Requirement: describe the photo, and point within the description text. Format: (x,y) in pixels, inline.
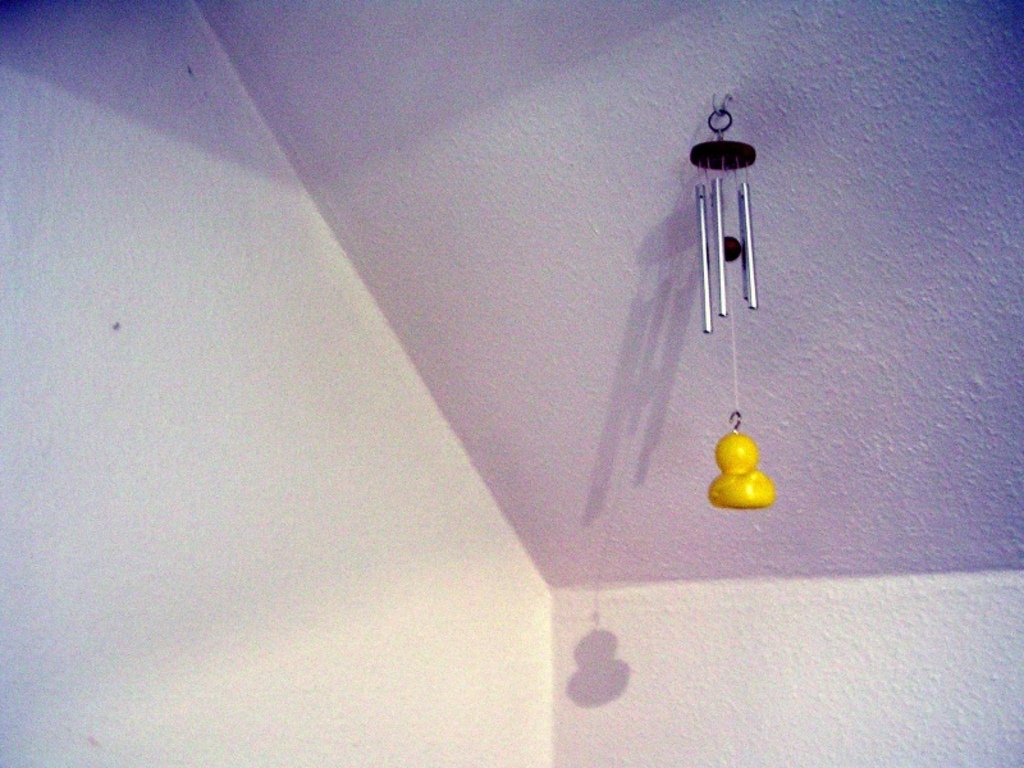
In this image I can see a yellow colour thing (732,468) and few pipes (723,271) on ceiling (684,167). I can also see shadows (692,278) in background (645,466).
